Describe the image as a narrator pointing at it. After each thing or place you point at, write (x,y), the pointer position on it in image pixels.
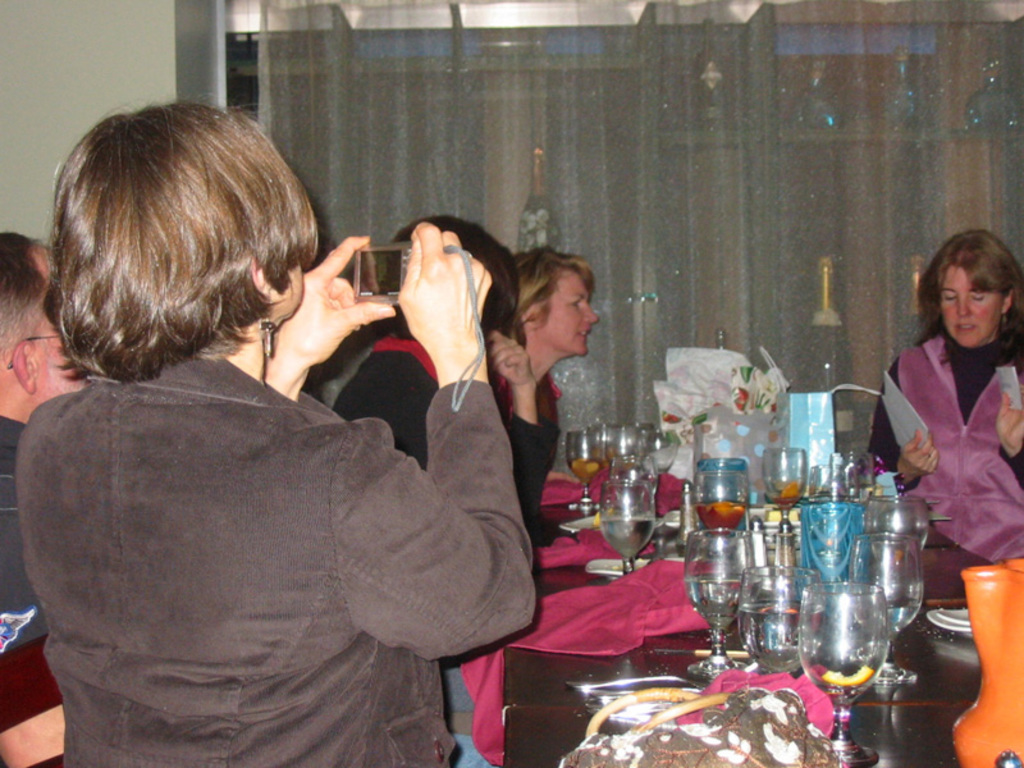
In this image there are people (286,651), table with glasses (898,680) and some objects (602,630) on it in the foreground (681,591). There is a curtain (981,78) in the background (557,89). And there are lights (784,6) on roof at the top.
